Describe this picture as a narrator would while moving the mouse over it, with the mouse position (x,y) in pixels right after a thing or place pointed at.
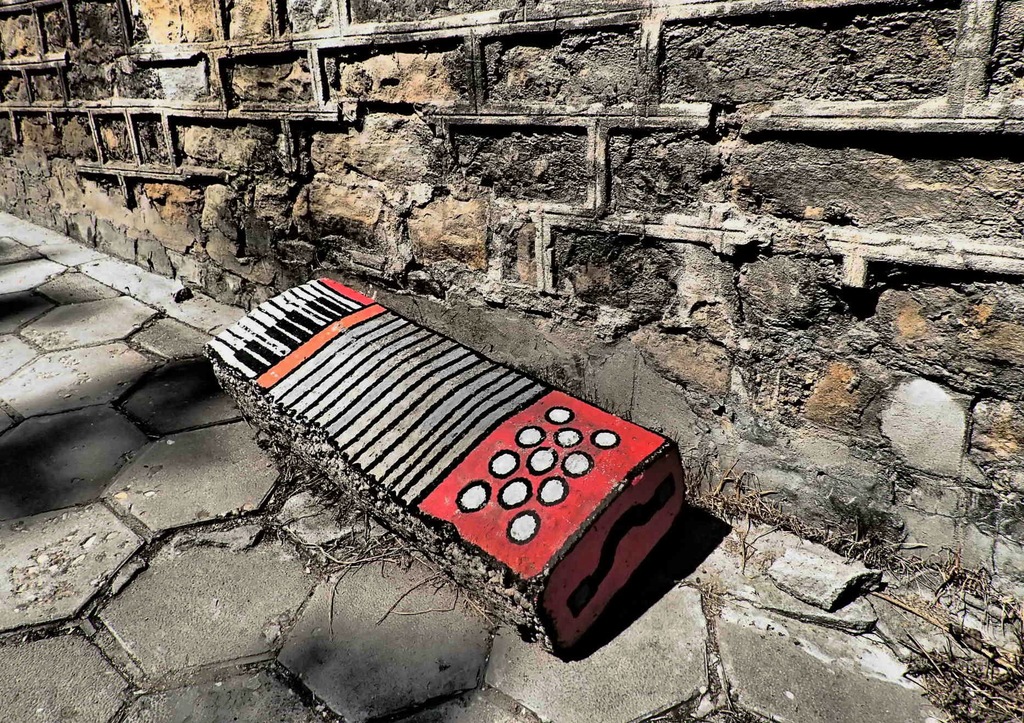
In this image we can see a painting (503,511) on the rock (433,545). In the background (616,376) there is a wall (641,266).
